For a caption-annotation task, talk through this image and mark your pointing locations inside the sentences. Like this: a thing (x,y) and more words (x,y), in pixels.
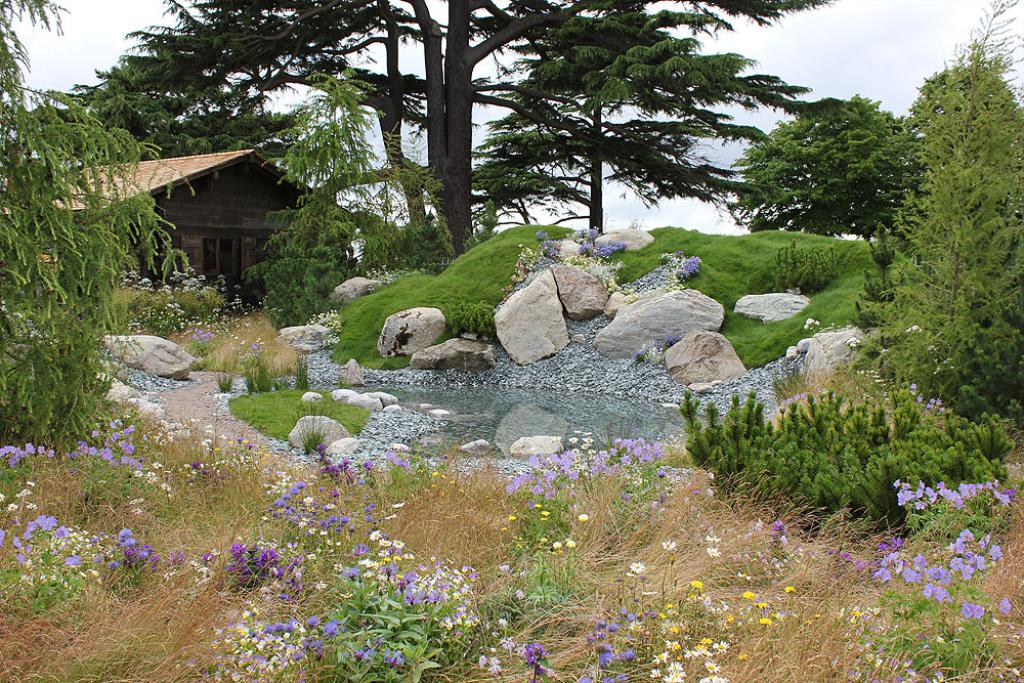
In this picture we can see some plants (959,532) and flowers (889,571) in the front (78,452), there are some stones (698,315), rocks (409,354), water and grass (651,265) in the middle (548,281), in the background (878,138) there are trees (864,203) and a house (233,207), we can see the sky (58,67) at the top of the picture (74,30).
